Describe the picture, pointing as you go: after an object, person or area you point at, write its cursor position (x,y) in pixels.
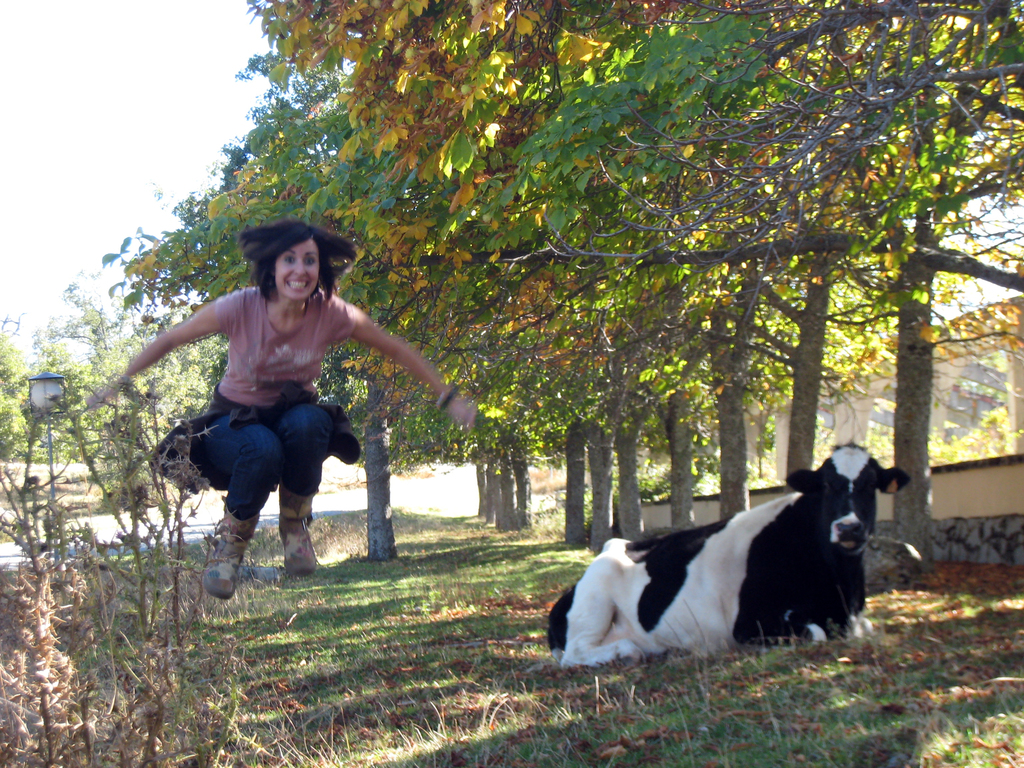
We can see cow (768,518) on the grass (288,729), plants (163,647), light (50,430), trees (66,382) and wall (974,460). There is a woman (206,446) in motion. In the background (126,101) we can see sky (132,130).
